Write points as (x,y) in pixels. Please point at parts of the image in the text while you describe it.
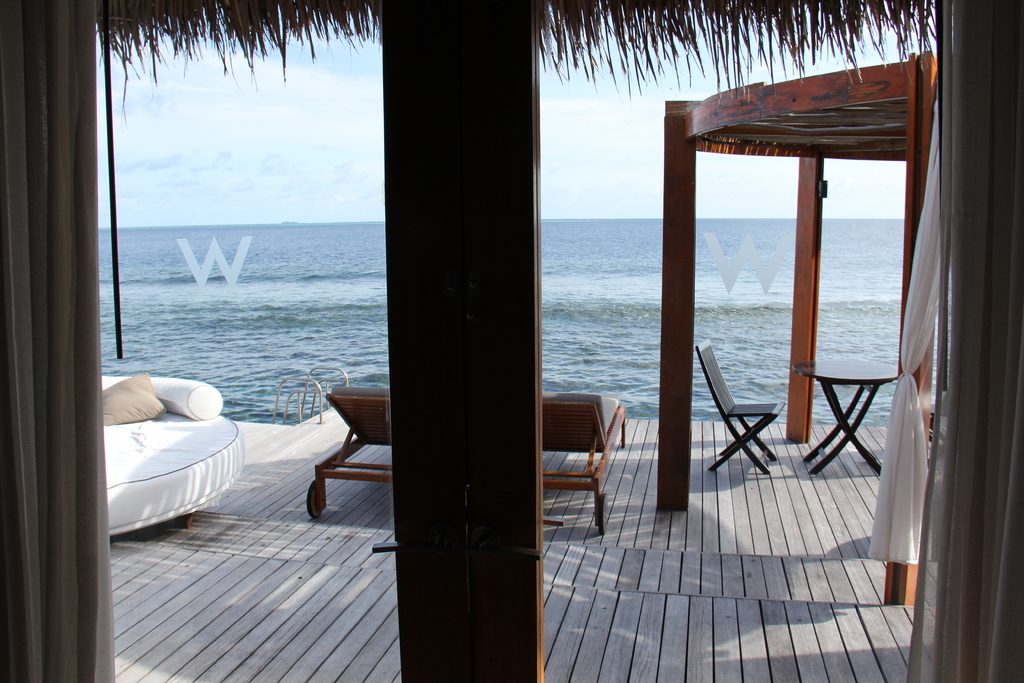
Here we can see glass door (231,540) and curtains (22,212). Through the glass door (192,525) we can see pillows (133,410) on a bed (139,449), chairs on the floor (267,461) and some other items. In the background (640,151) we can see water (257,336) and clouds (616,201) in the sky (334,162).
